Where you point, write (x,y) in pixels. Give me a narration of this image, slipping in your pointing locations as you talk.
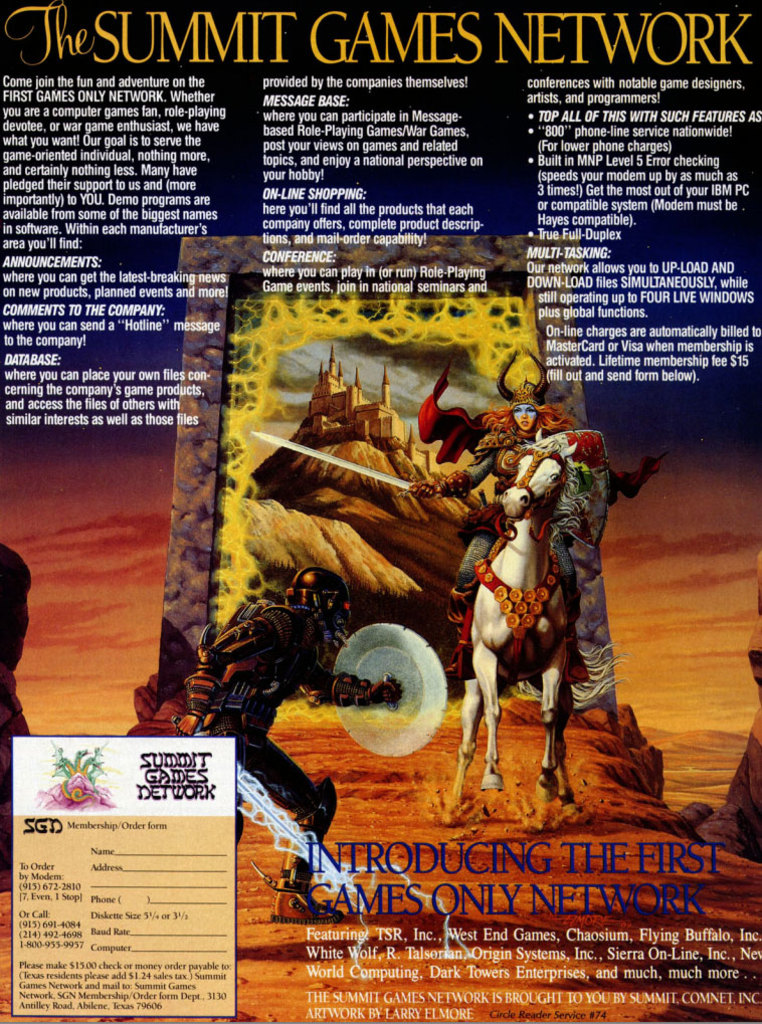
It is a graphical image, in this a person (652,471) is riding the horse (482,685). In the middle (339,608) other person (266,745) is fighting on the land (286,925).
